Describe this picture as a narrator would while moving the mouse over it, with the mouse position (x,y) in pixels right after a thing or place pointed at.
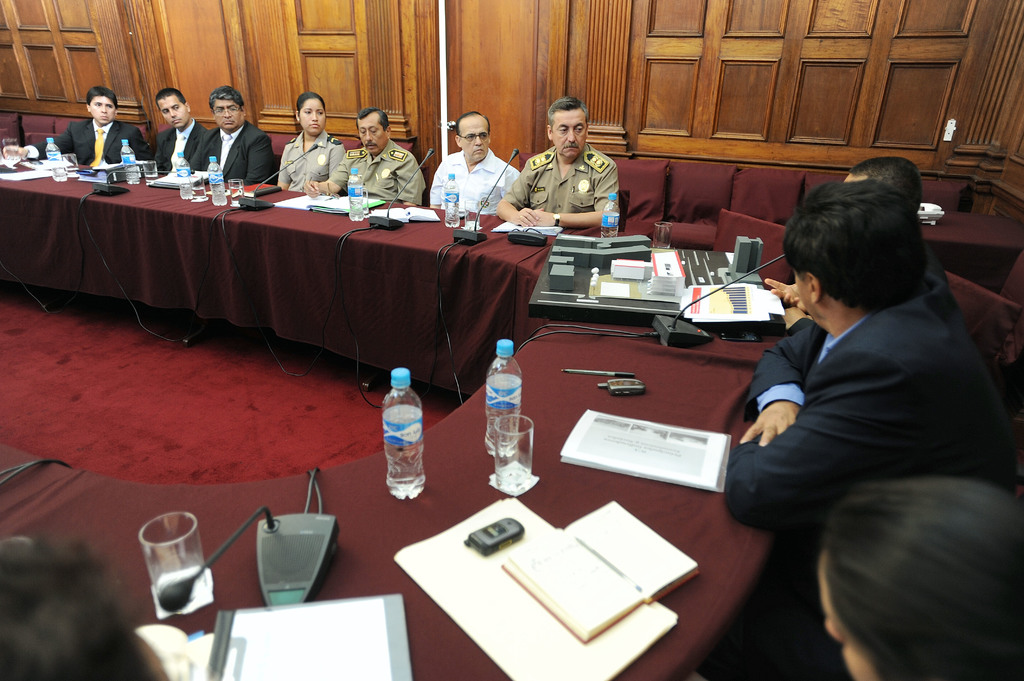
This picture is clicked inside the room (28,414). On the right (904,192) we can see the group of people (911,450) sitting on the chairs (677,192) and there are some tables (5,191) on the top of which a miniature (637,314), microphones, water bottles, glasses (190,583), mobile phones (616,383), pen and papers (300,206) are placed and we can see the group of people (550,168) sitting on the chairs (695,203) and in the background (752,193) we can see the wall (771,27) and the red color chairs (748,168).
